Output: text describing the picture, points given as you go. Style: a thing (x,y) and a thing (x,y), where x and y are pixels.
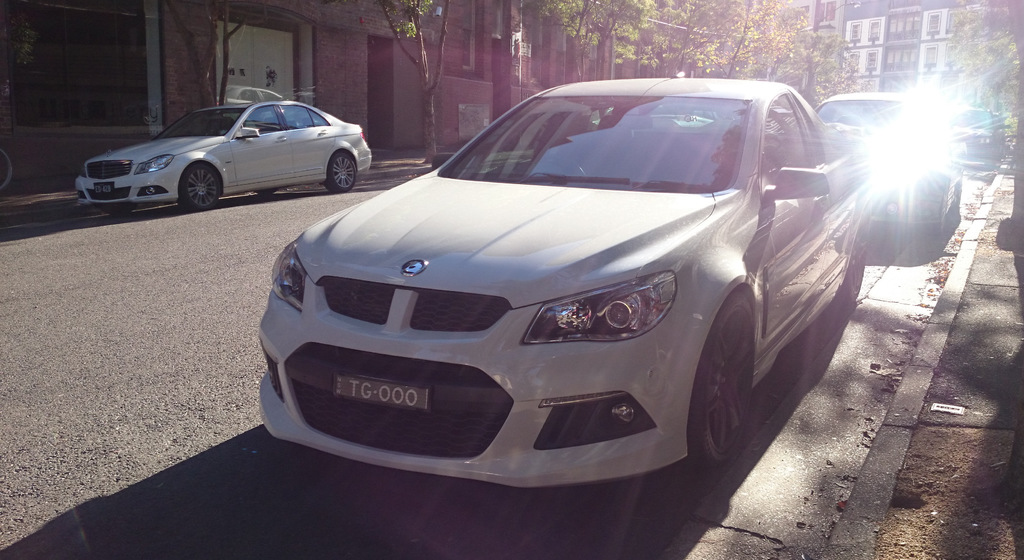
In this picture we can see few cars (492,238) on the road (240,304), in the background (722,68) we can find few trees (699,43) and buildings (844,30).
